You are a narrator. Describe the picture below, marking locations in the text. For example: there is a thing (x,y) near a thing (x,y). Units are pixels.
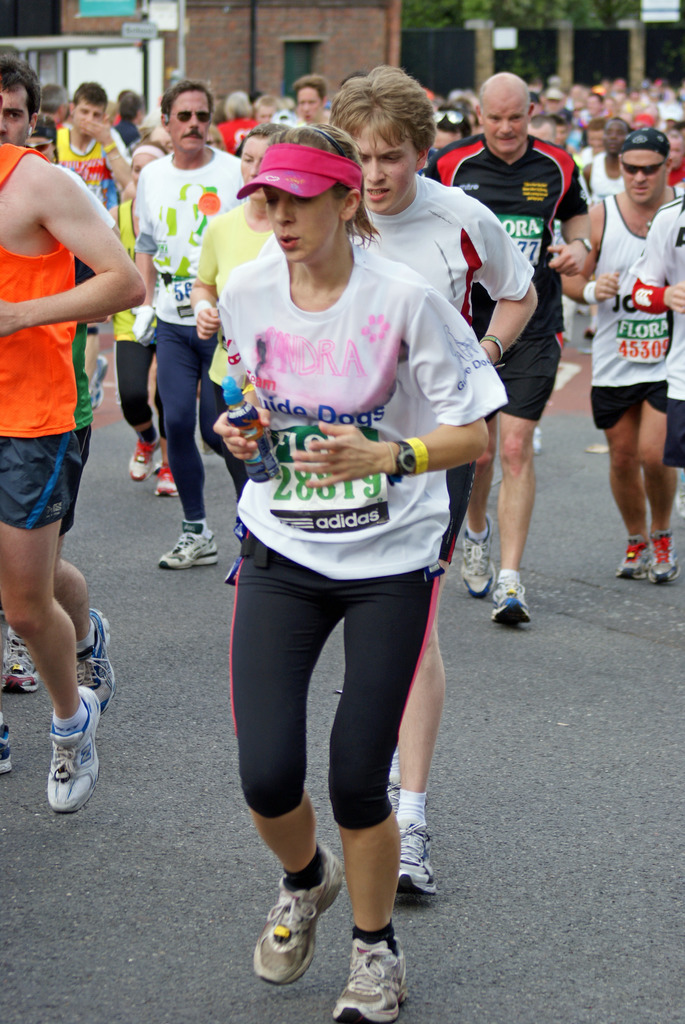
This picture show few people (357,222) running on the road (157,605) and we see buildings (342,47) and trees (583,15) and we see couple of them wore sun glasses (642,165) on their faces (632,163) and a woman (332,190) wore cap (284,178).
